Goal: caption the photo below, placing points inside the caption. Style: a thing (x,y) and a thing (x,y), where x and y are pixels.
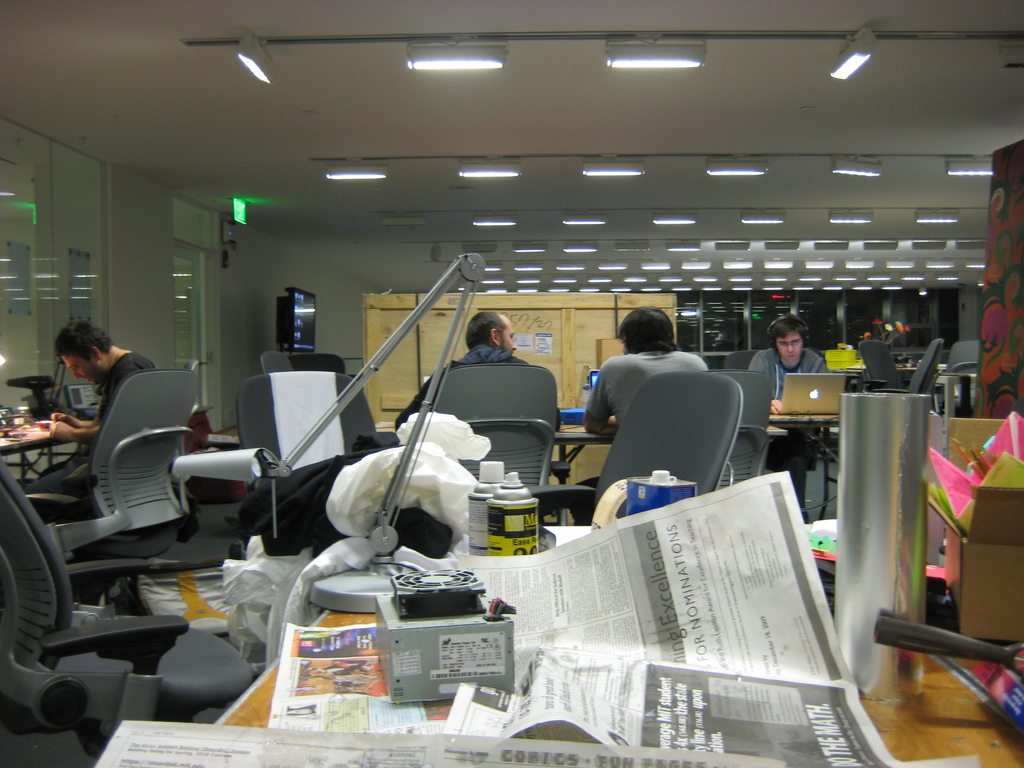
This image is taken indoors. In the background (271,297) there is a wall (238,346) and there are two doors (189,324). There are a few cupboards (601,319). At the top of the image (511,112) there is a ceiling (312,99) with many lights (627,278). In the middle of the image (651,349) a few (73,438) are sitting in the chairs (97,463) and doing work. There are a few empty chairs (163,653). There are many tables (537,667) with many things (447,425) on them. At the bottom of the image (822,718) there is a table (940,725) with a few newspapers (596,673), a device (437,591), bottles (478,518), a cardboard box (957,529) with a few things (950,498) and many things (873,491) on it.
